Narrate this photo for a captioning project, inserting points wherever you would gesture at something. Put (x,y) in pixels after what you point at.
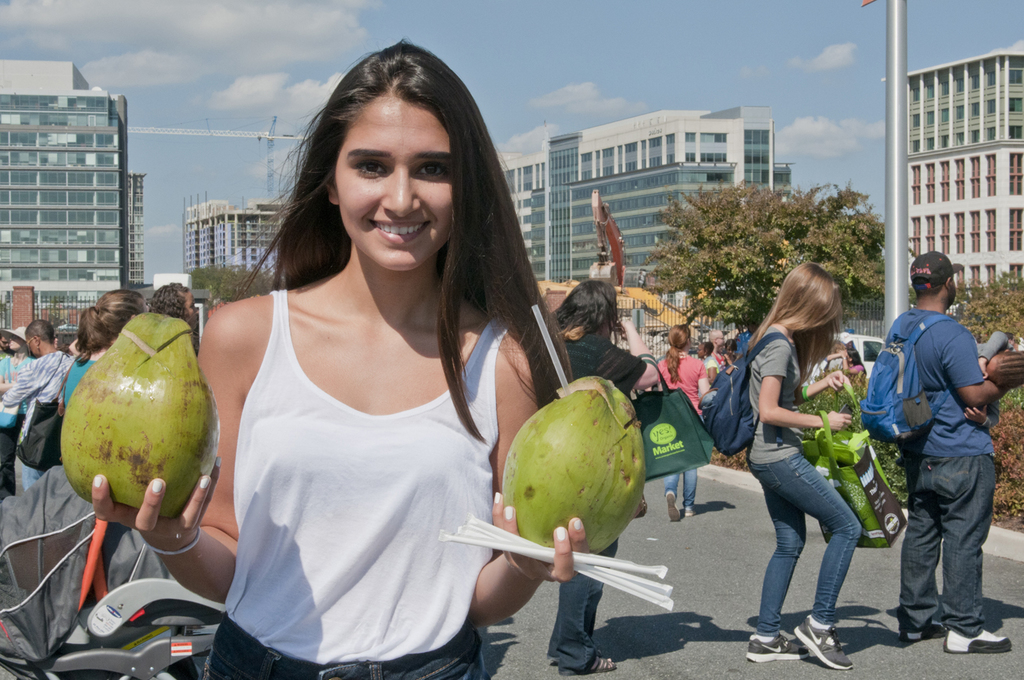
This image consists of a woman (302,421) holding coconuts (173,371) in her hands (190,531). She is wearing white color dress (322,610). In the background (135,253), there are many people (789,466) along with many buildings (41,86). At the top (505,37), there are clouds (794,133) in the sky (635,75).
